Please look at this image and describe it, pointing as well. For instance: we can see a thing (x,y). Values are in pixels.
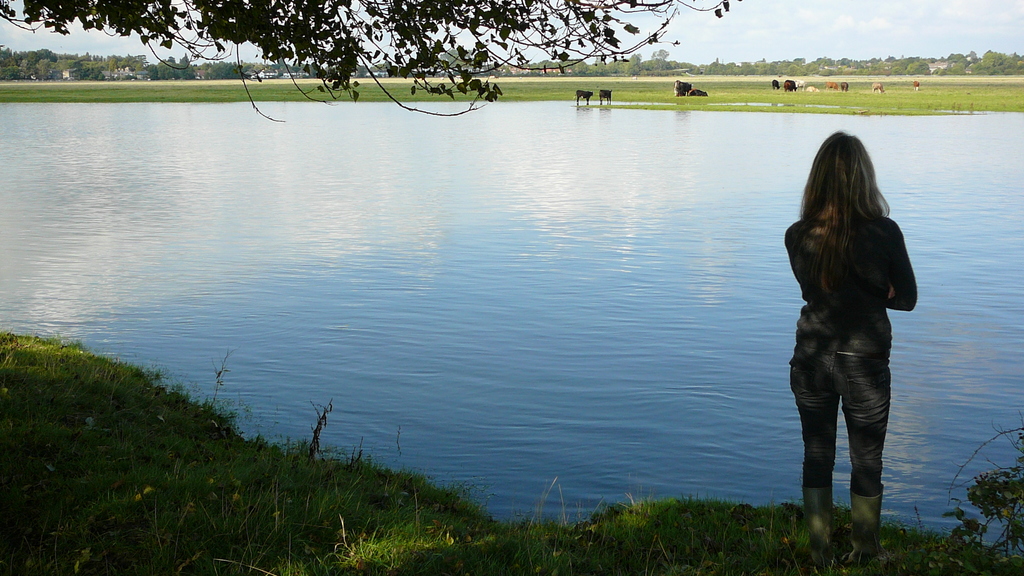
In the picture we can see a grass surface (313,531) on it, we can see a woman (822,537) standing and looking towards back and beside the grass surface (417,519), we can see water (657,176) and far from it, we can see some cows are standing and some are sitting and behind it we can see some trees (951,68) and sky (797,40) with clouds (768,37).
